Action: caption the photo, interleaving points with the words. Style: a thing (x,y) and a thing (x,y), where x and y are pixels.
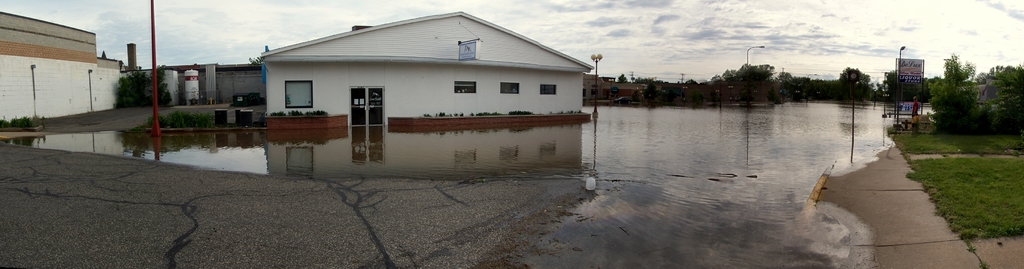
In this picture I see the road (224,223) in front (423,246) and I see the buildings (470,83) in the background (428,86) and I see the water (696,126) and I can also see number of trees (1015,108) and poles (854,104) and on the right side of this image (955,146) I see the grass (955,146) and I see a person (914,113) and I see the sky (288,24) on the top of this image (173,25).
